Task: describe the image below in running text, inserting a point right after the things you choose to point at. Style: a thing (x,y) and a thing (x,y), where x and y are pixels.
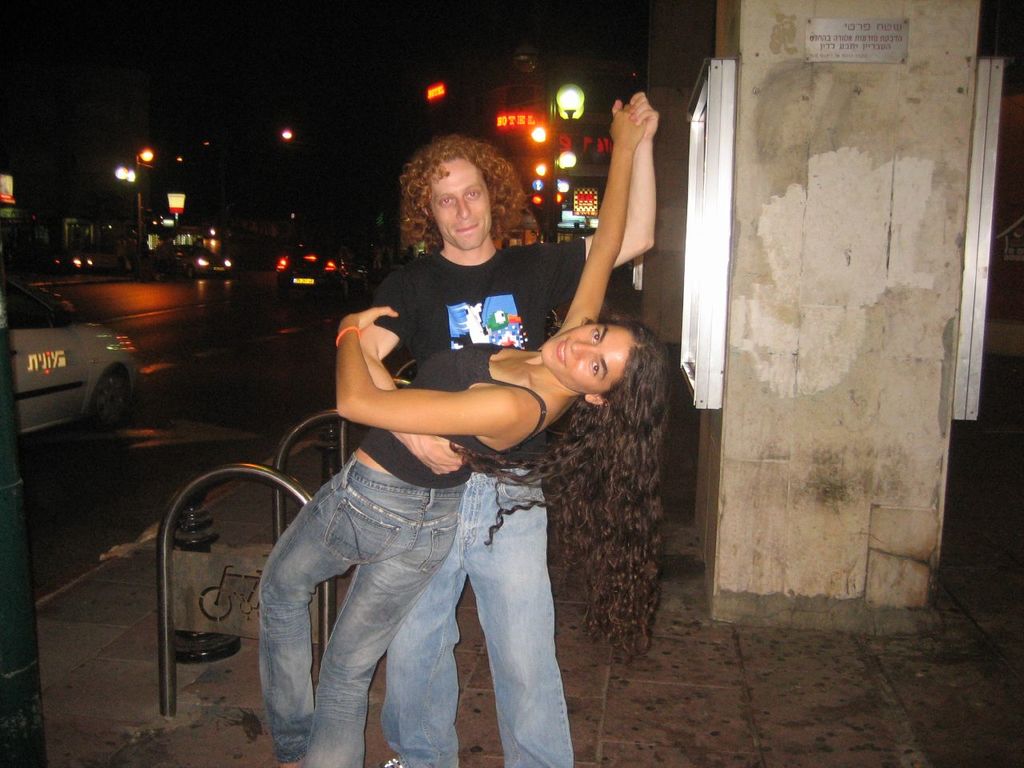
In the image there is a couple (491,567) standing in a dancing position, behind them there are few vehicles (198,272) moving on the road (180,362) and on the right side (716,273) there is a pillar (800,208) and behind the pillar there is a building (576,169) and there are many lights (565,93) in front of that building (576,140).
